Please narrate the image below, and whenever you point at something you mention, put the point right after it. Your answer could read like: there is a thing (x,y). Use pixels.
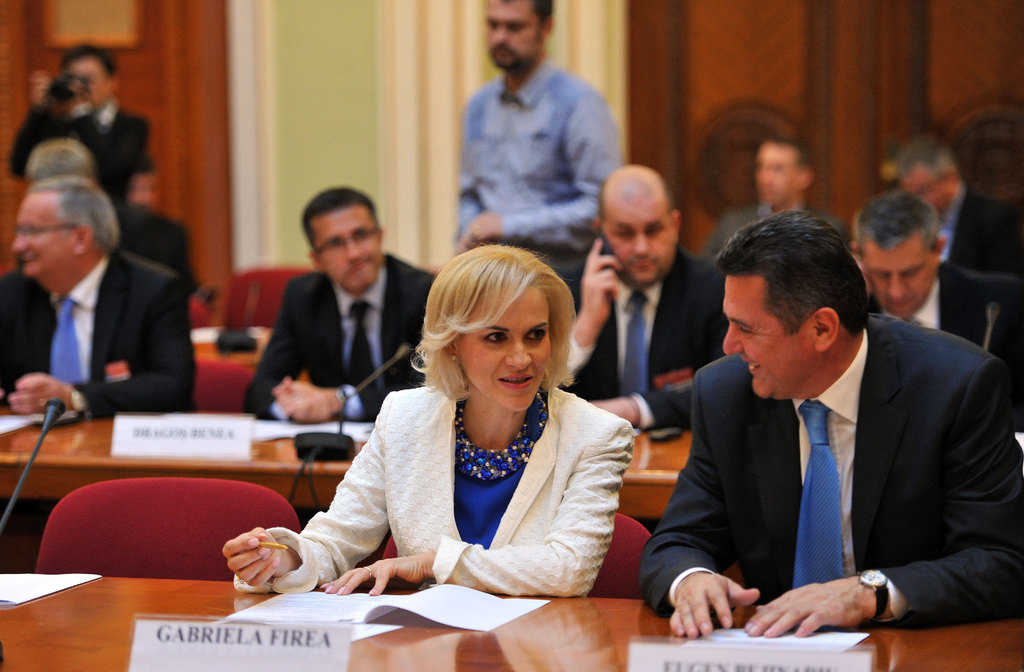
In this image, there are a few people (814,351). We can see some tables (40,639) with objects (497,622). We can see some boards (233,634) with text (178,629). We can also see some microphones (311,455). We can see some chairs (179,532) and the wall (211,135) with a frame (85,38). We can also see a white colored object (430,237).
